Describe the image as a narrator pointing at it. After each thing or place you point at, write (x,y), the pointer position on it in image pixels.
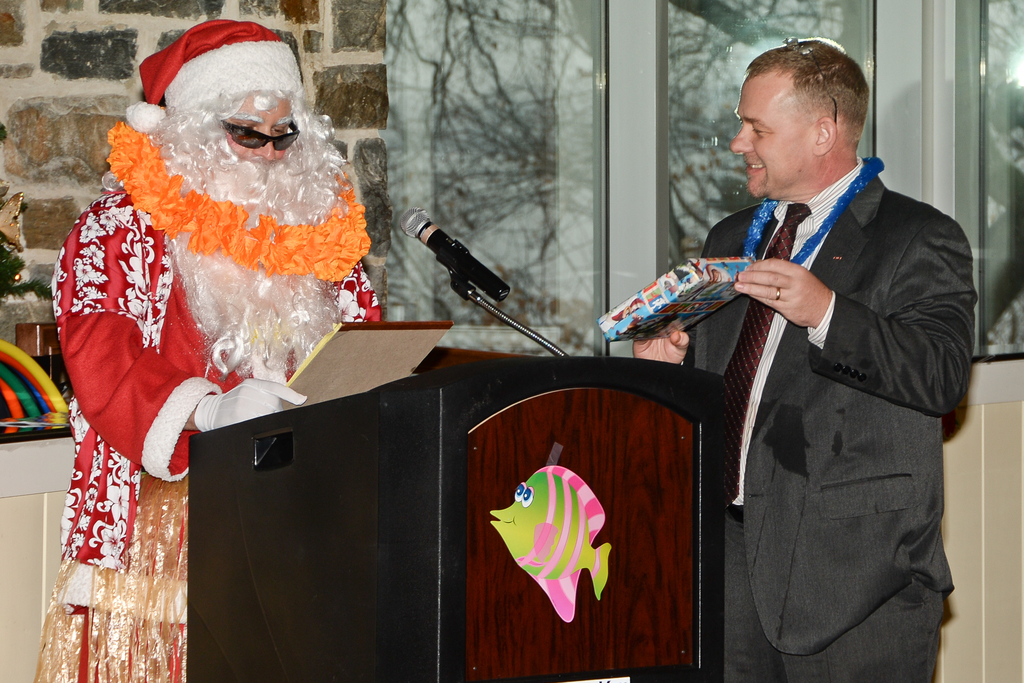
On the left side (227,363) a person (256,378) is in the shape of a Christmas grand father (228,312) and speaking in the microphone (463,281), on the right side (883,225) a man (843,315) is standing and smiling, he wore black color coat (843,452), trouser (888,630) and red color tie (737,399). Behind him there are window glasses (707,162).
